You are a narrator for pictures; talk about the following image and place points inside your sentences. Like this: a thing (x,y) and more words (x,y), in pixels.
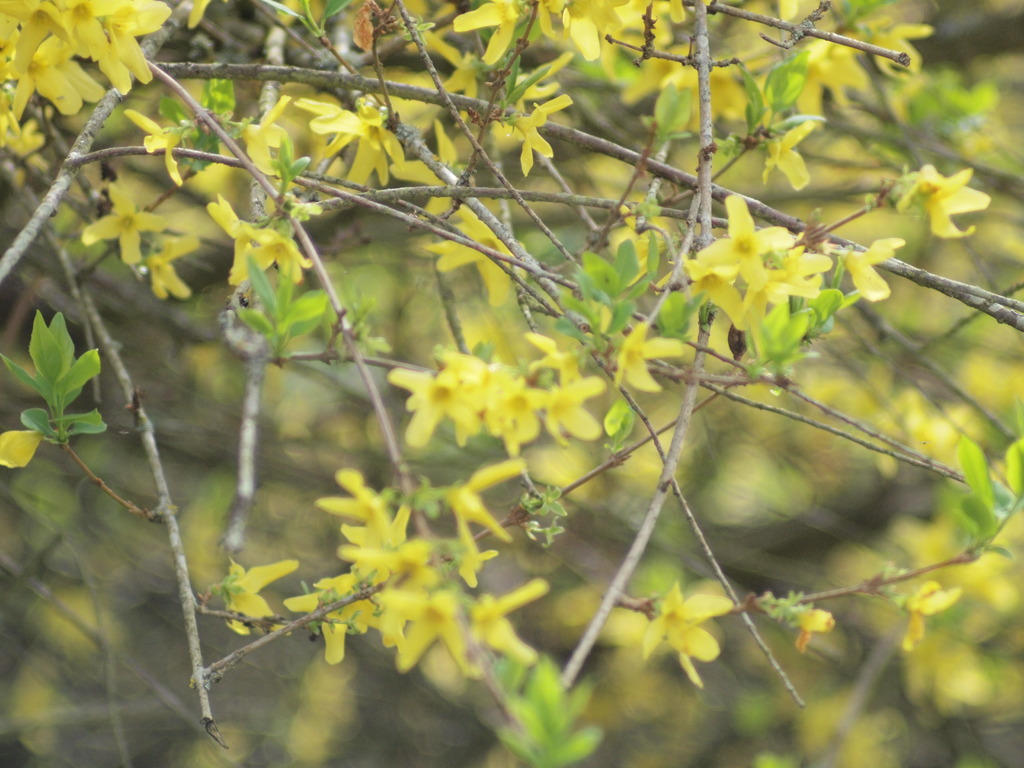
In this image we can see the bunch of flowers (427,393) to the branches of a tree (833,410).
